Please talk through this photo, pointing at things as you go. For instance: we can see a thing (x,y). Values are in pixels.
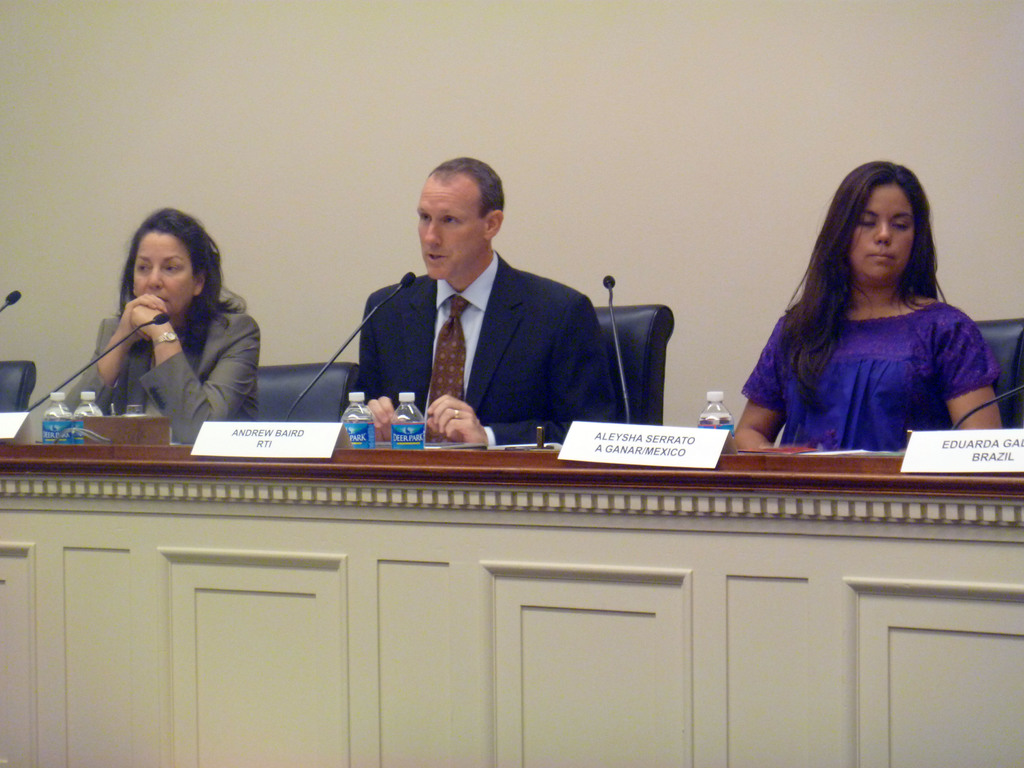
There are three persons (223,342) sitting on chairs (609,349). In front of them there is a platform (537,465). On that there are name boards (594,450), bottles (725,419) and mics (298,397). In the back (544,130) there is a wall (682,131).
